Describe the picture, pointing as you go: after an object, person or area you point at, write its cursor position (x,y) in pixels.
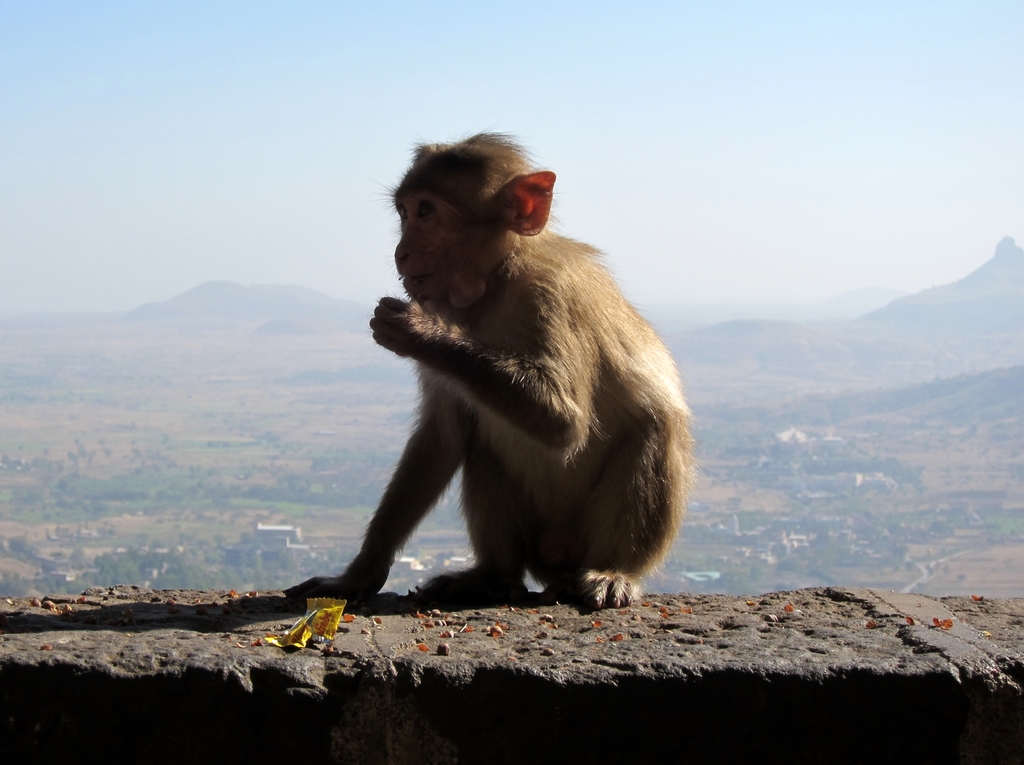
In the image there is a monkey (451,424) sitting on the wall (234,707) eating grains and in the background (823,335) there are hills (805,343) with plants (201,443) and trees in front of it all over the land (903,476) and above its sky (362,85).
